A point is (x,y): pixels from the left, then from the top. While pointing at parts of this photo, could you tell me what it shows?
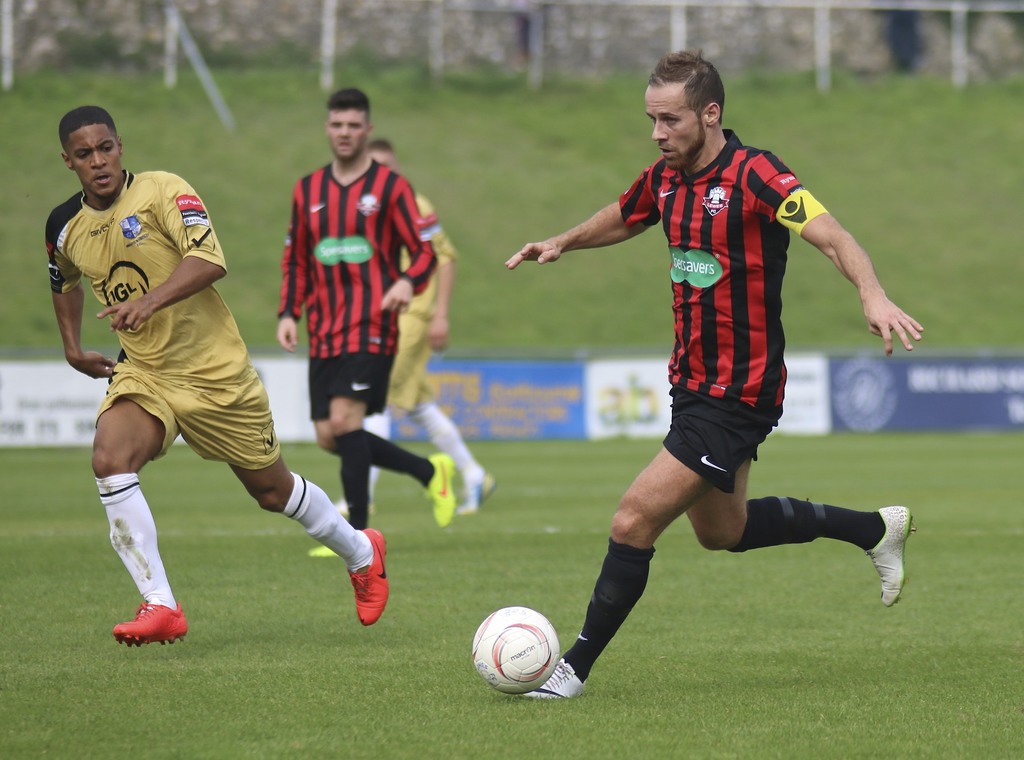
In this picture we can see four persons (429,410) are running on the ball (522,630), they are on the grass (501,471) and in background (451,409) we can see banners (561,396) fence (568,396).
